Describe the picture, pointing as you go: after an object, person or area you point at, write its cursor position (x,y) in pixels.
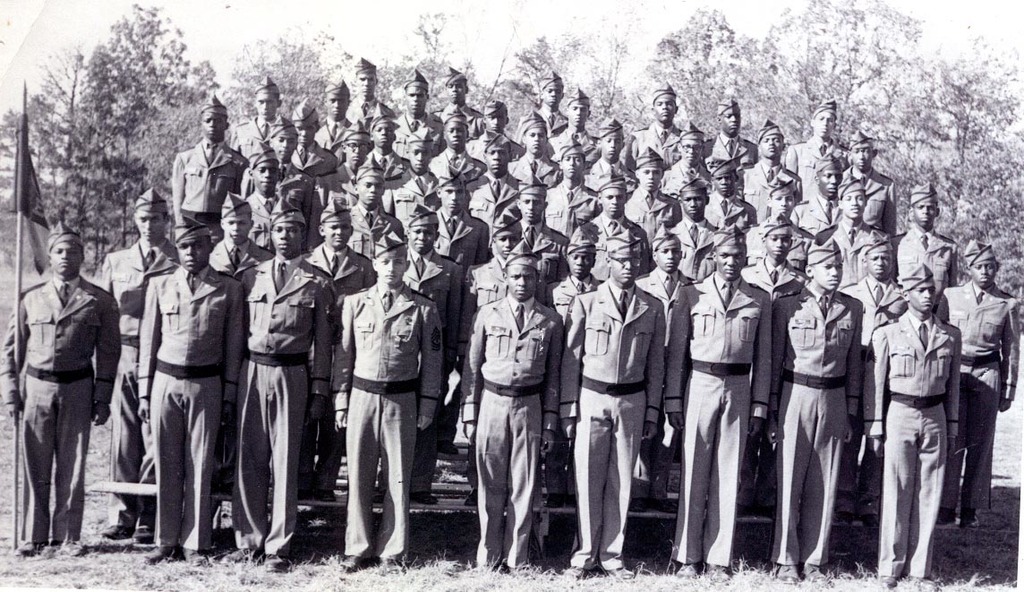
In this image we can see many people (493,215), some of them are standing on the ground (100,546) and some of them are standing on the stairs (443,483) and a person (44,366) is holding a flag (24,172) and there are few trees (514,99) and the sky (489,38) in the background (467,38).
